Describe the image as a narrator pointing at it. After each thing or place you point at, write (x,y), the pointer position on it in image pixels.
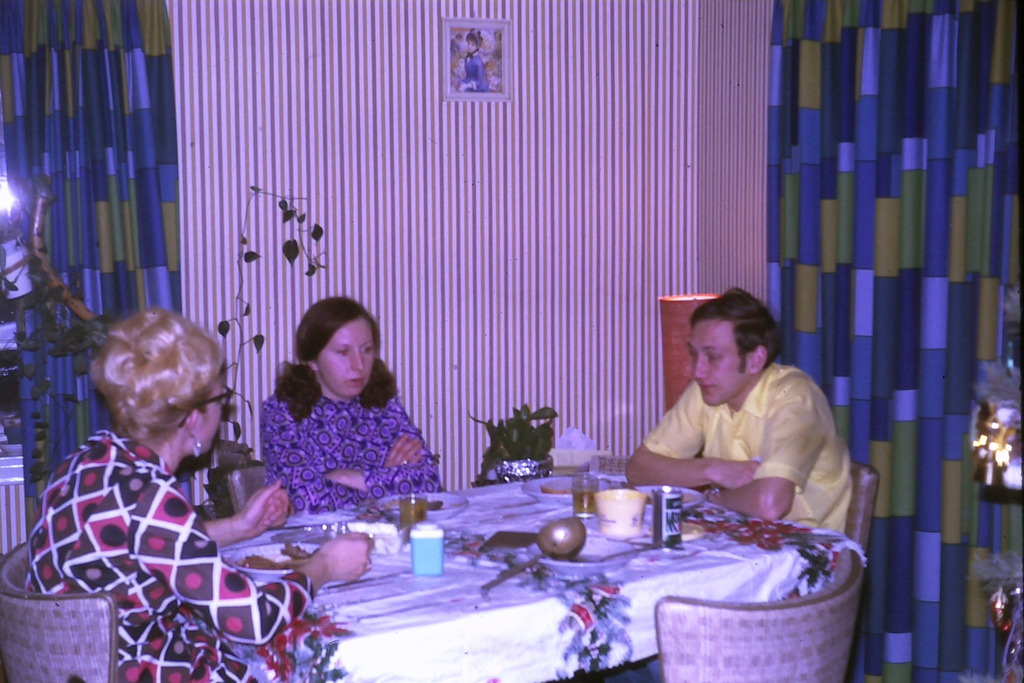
There are two women (302,463) and one man (715,443) sitting on the chair (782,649). This is a table (455,598) covered with a cloth (631,579). There are four plates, bowl (619,526), glasses (409,505), tin (663,528) and few other things (436,562) placed on the table (491,584). These are the curtains (106,93) hanging to the hanger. This is a frame (475,83) attached to the wall (545,130). Here I can see a houseplant (512,449). This looks like a window (15,400).
